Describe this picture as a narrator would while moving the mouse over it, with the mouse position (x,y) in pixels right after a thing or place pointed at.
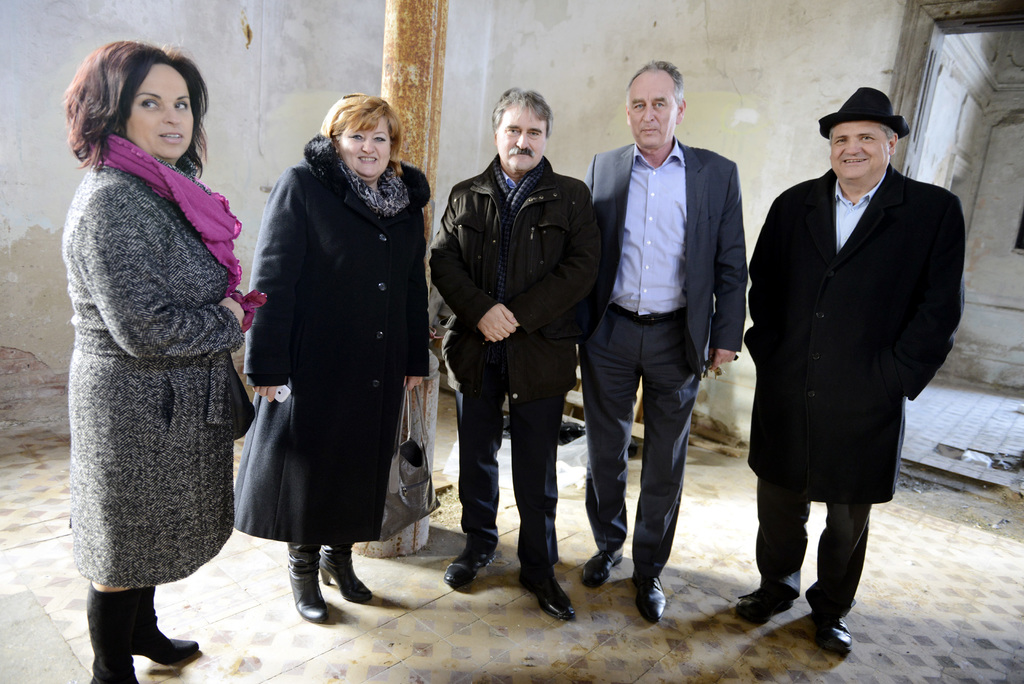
Here I can see two women (258,339) and three men (705,289) are standing on the floor (358,650), smiling and giving pose for the picture. At the back of these people (377,334) there is a pillar (411,116). In the background (766,60) there is a wall (697,57). One woman (355,335) is holding a mobile (282,387) and a bag (404,403) in the hands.
